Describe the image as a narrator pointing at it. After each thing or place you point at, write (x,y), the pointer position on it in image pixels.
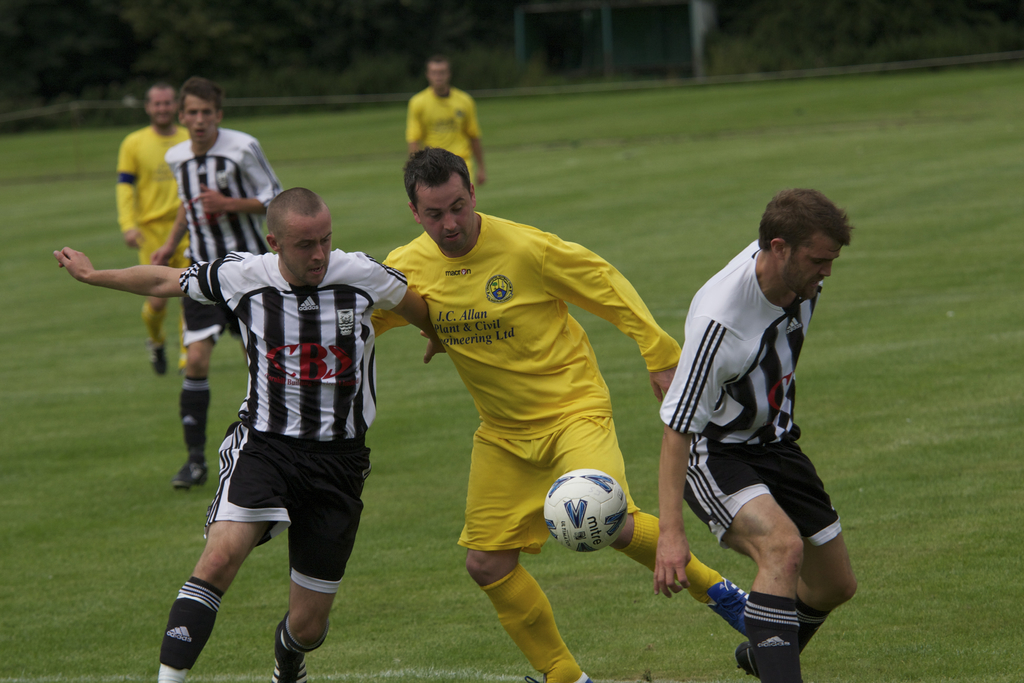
In the image we can see there are people (427,243) standing on the ground (592,553) and there is ball (598,517) in the air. There is grass (600,621) on the ground (645,283) and behind there are trees (114,67). Background of the image (587,22) is little blurred.
